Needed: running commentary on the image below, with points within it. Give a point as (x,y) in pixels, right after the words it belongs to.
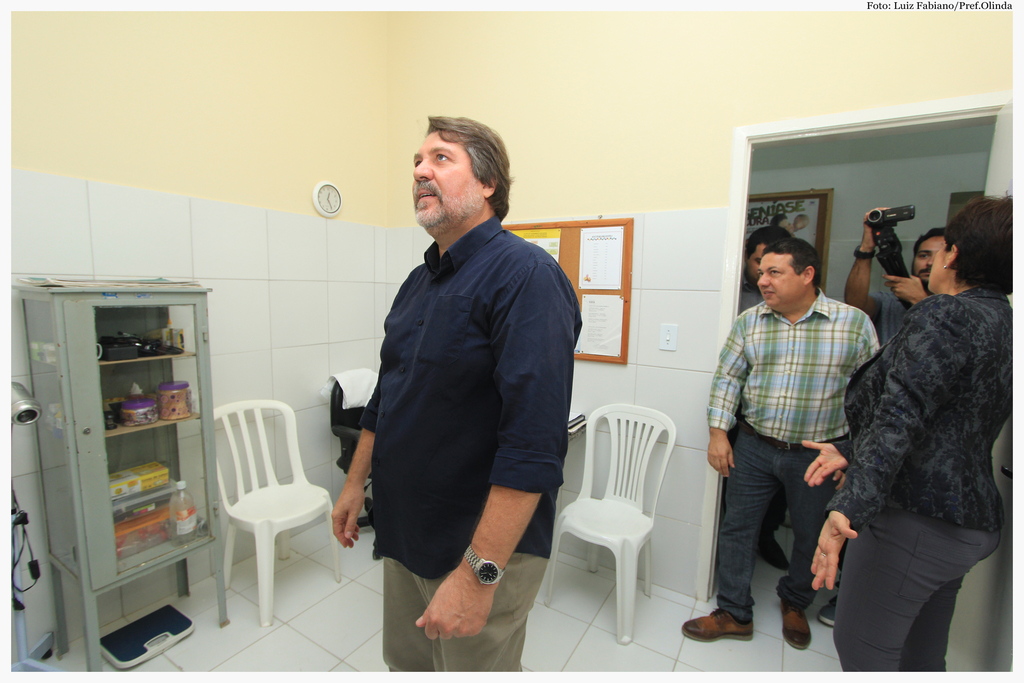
A man (448,268) is standing and looking at something in a room (534,170). There are few men (820,366) and a woman (939,414) standing at the door (931,209). There are few chairs (267,479) and a cupboard (197,418) with some items (114,408).
